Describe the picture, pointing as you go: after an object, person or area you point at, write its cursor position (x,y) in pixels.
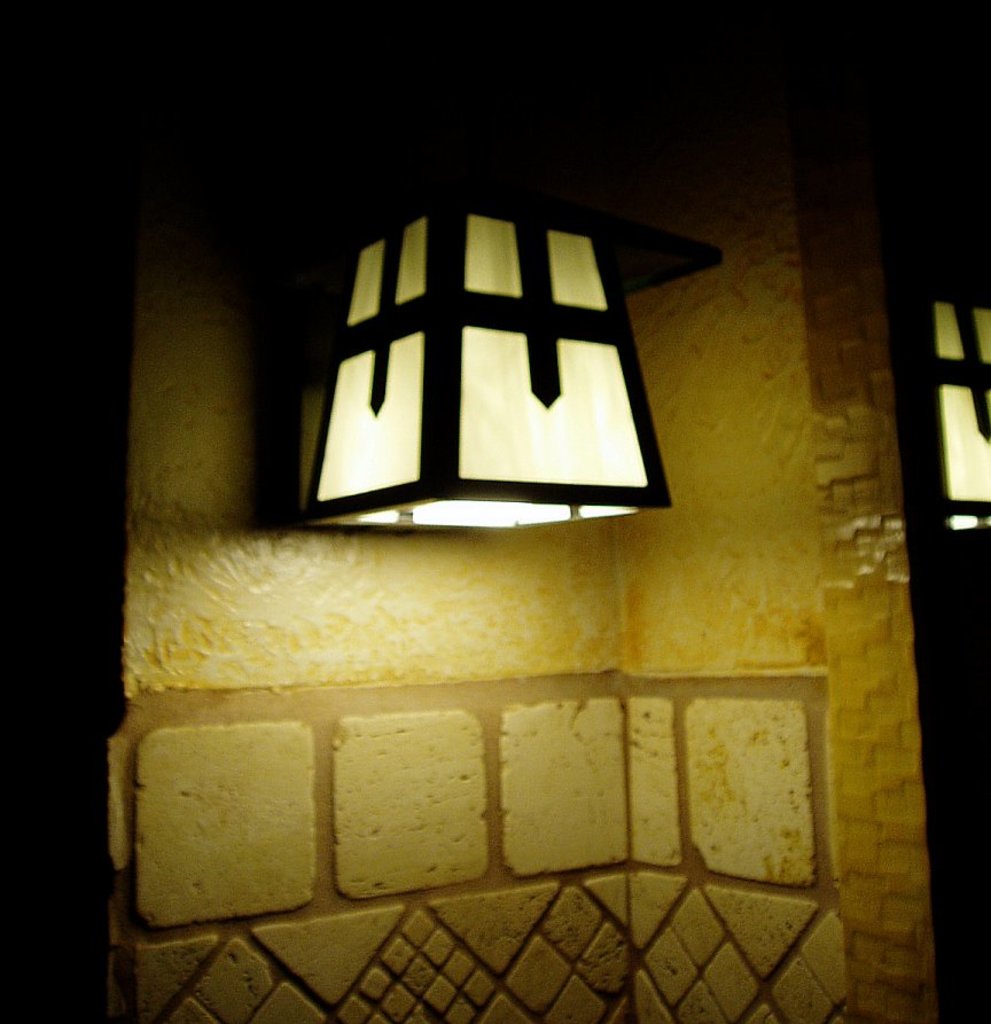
It is a light (548,294) and this is the wall (389,771).
